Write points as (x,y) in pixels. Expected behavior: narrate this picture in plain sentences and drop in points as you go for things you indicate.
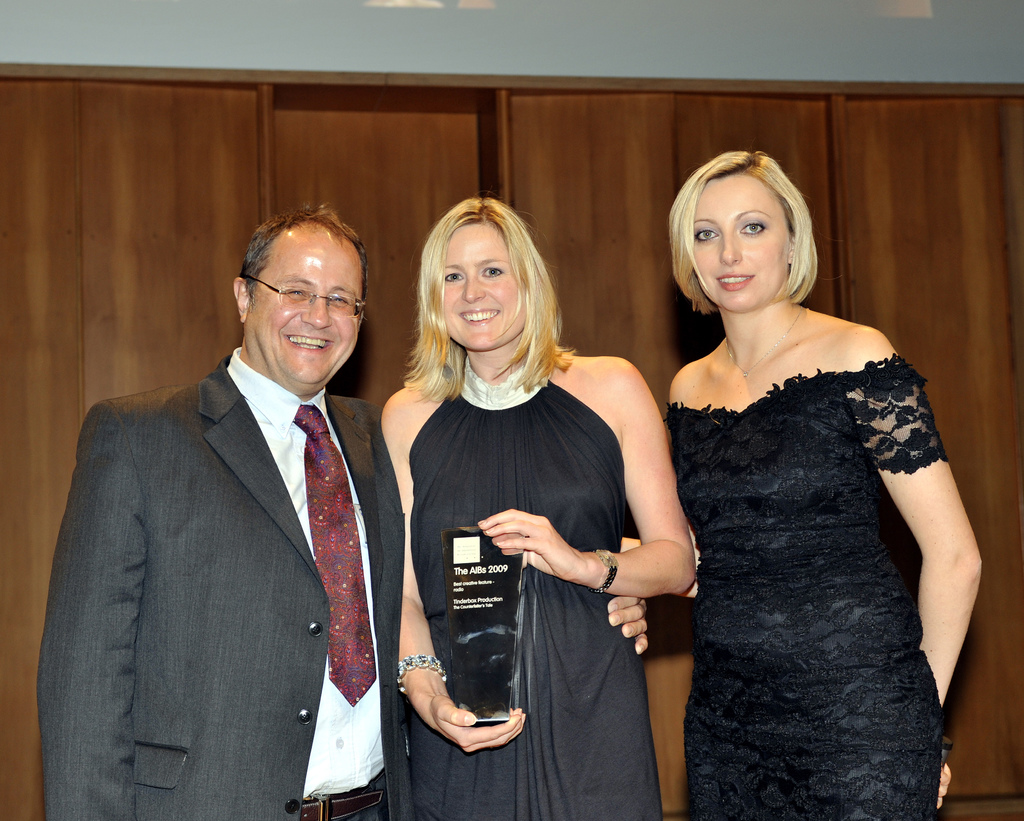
In this image we can see three persons (374,664) standing. One woman (895,632) is wearing a black dress (829,690). One woman (576,592) with long hair (540,381) is holding a prize (511,628) in her hand (485,727). One person (300,490) wearing coat (174,568) spectacles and tie (352,552). In the background (346,382), we can see the wall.
